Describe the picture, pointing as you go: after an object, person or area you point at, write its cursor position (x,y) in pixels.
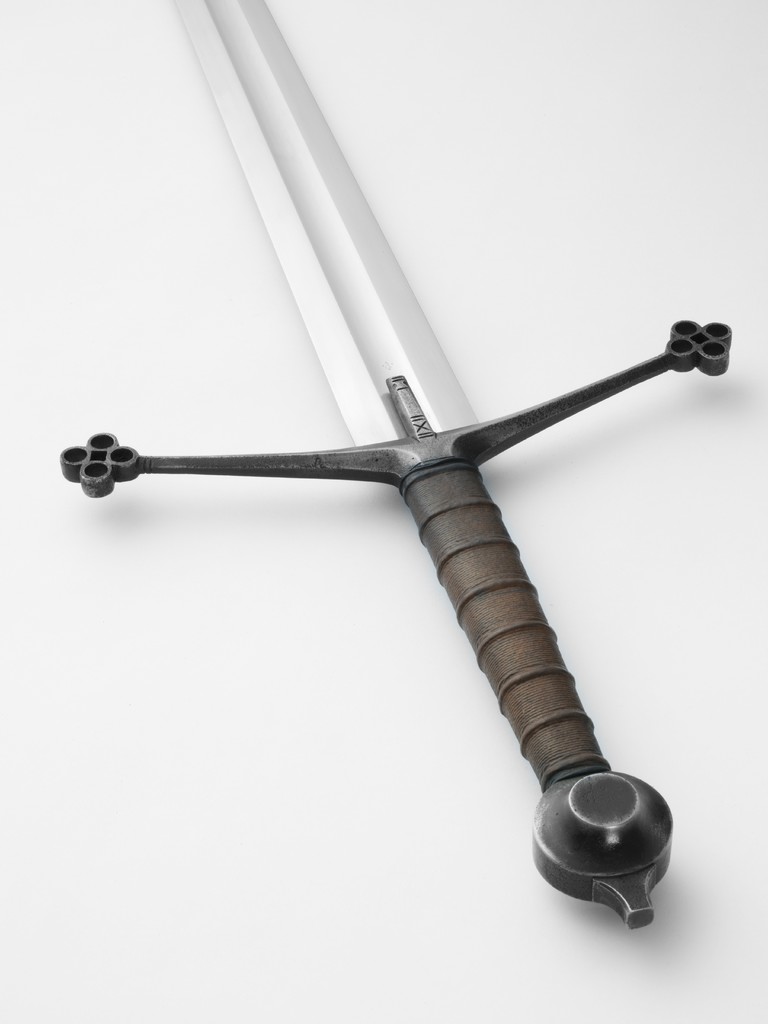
In this image I can see a sword (314,291) which is white and black in color on the white colored surface (127,236).
